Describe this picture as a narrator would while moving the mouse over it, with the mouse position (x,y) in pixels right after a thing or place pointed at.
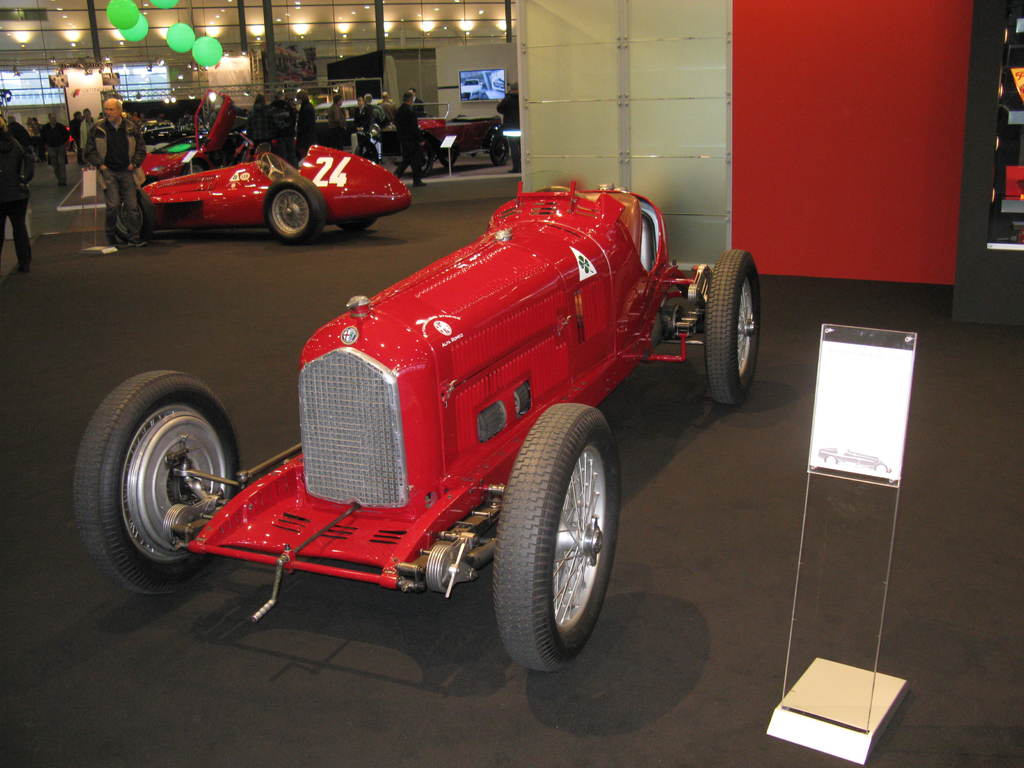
In this picture I can see red color vehicles (396,352) and people (291,122) standing on the ground (254,270). Here I can see green color objects (136,25) and lights (388,26). On the right side (868,479) I can see white color object (857,479) on the ground (11,626). In the background (655,189) I can a wall (706,99) and a TV (481,79) on the wall (450,81).
